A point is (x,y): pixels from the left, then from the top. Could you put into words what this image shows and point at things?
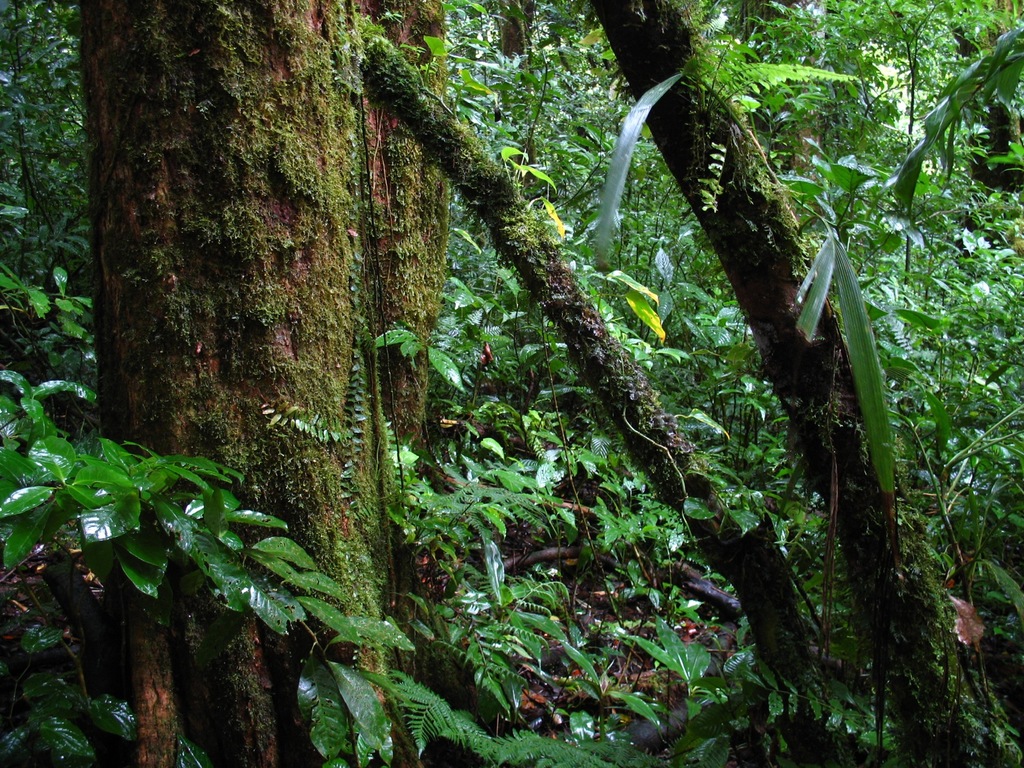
In the image we can see some trees (983,13).
